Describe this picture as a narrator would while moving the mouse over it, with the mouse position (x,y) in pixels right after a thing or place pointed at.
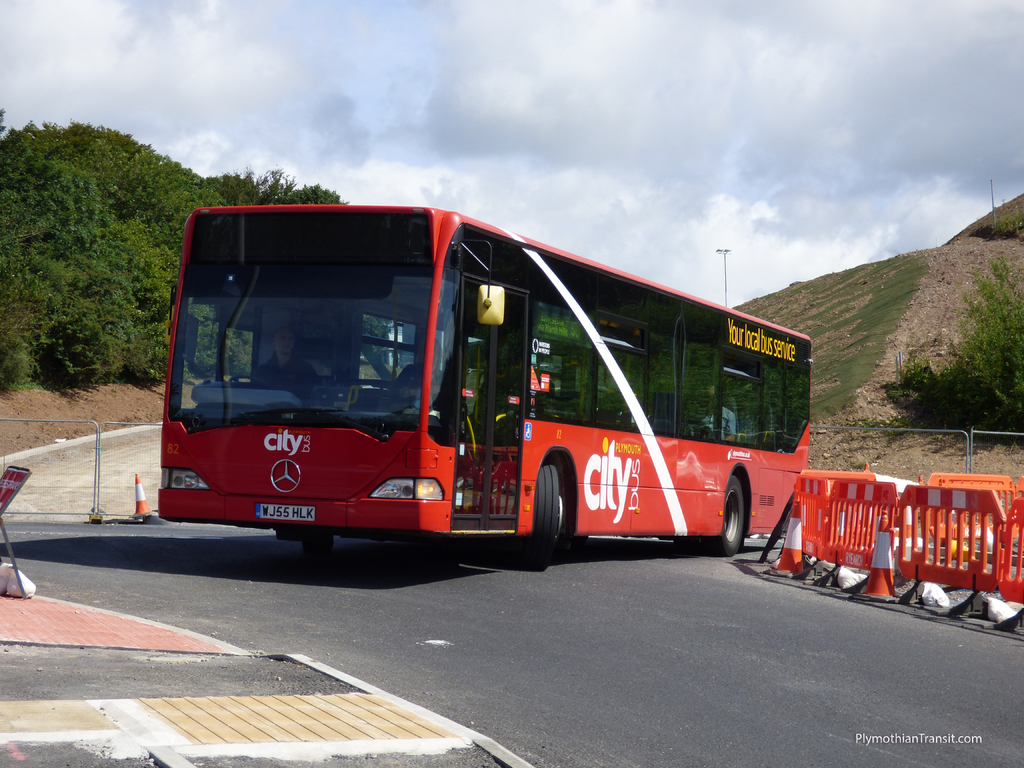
In this image I can see a road (351,627) in the centre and on it I can see a red colour bus (303,477). I can also see few people (269,379) are sitting in the bus (645,379). On the right side (842,487) I can see few orange colour traffic barricades (889,508), few cones (885,547) and a plant (1006,396). I can also see number of trees (157,369), a board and one more traffic cone (144,503) on the left side (118,344). In the background (577,184) I can see few poles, clouds (642,129) and the sky (540,141).
